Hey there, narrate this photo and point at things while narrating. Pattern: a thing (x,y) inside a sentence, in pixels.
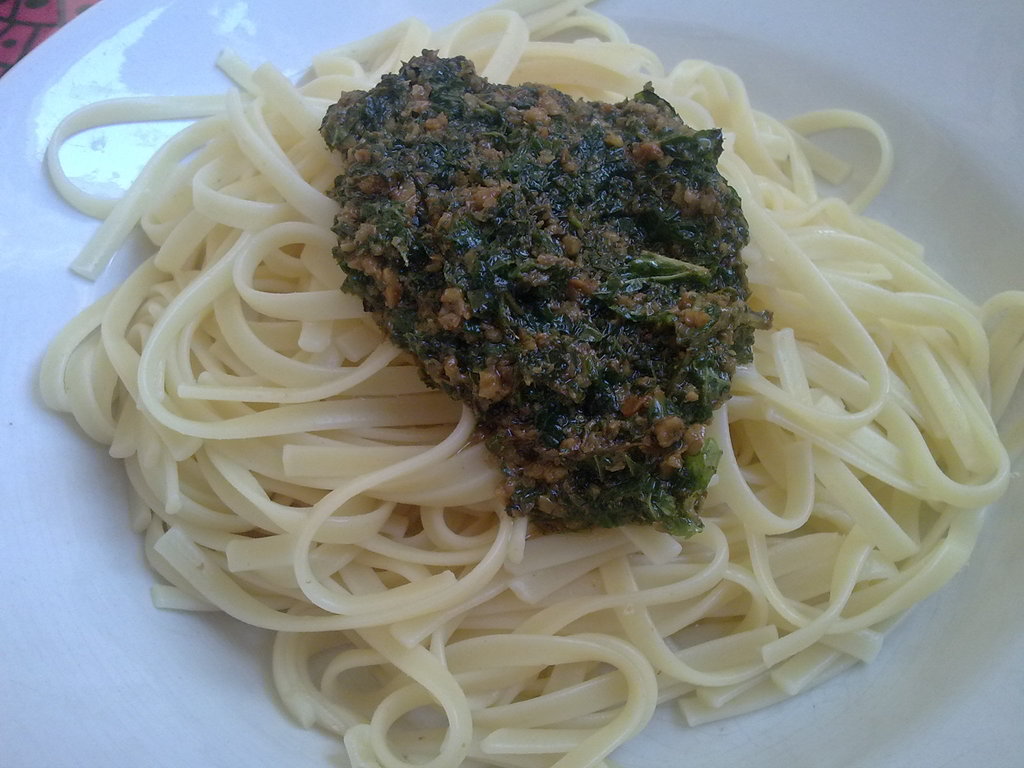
In this picture we can see spaghetti (274,617) and other food stuff (549,149) and a white plate (935,90).
